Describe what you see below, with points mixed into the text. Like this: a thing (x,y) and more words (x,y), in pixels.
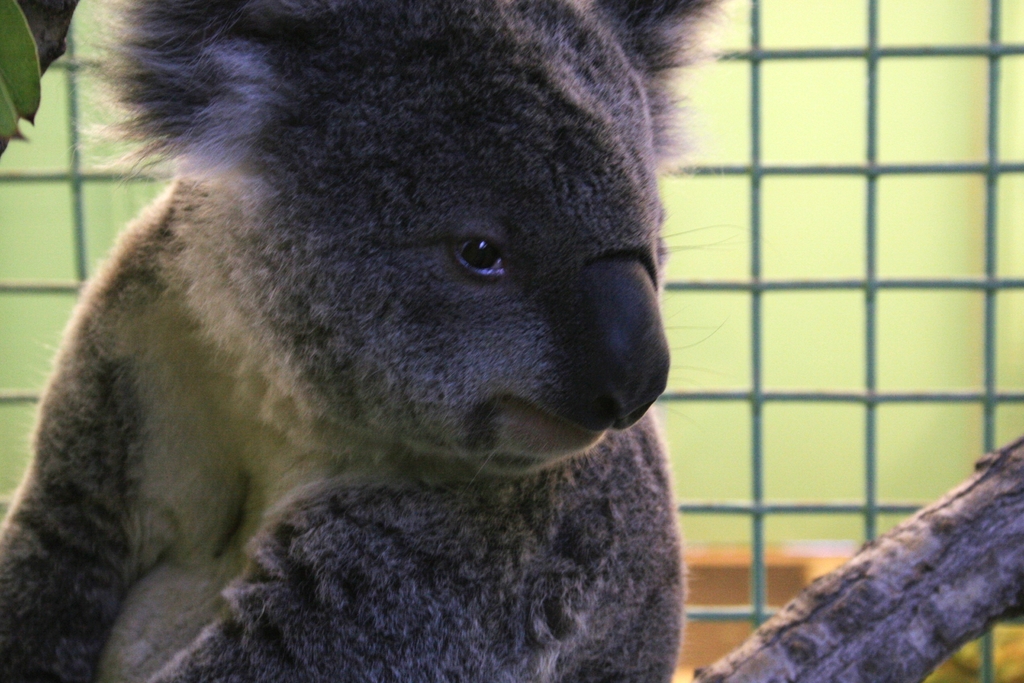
In this picture there is an animal (595,320). At the back (906,268) there is a fence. On the right side of the image (990,547) there is a tree branch (888,556). On the left side of the image (8,89) there are two leaves (27,24) on the tree branch (44,63).
